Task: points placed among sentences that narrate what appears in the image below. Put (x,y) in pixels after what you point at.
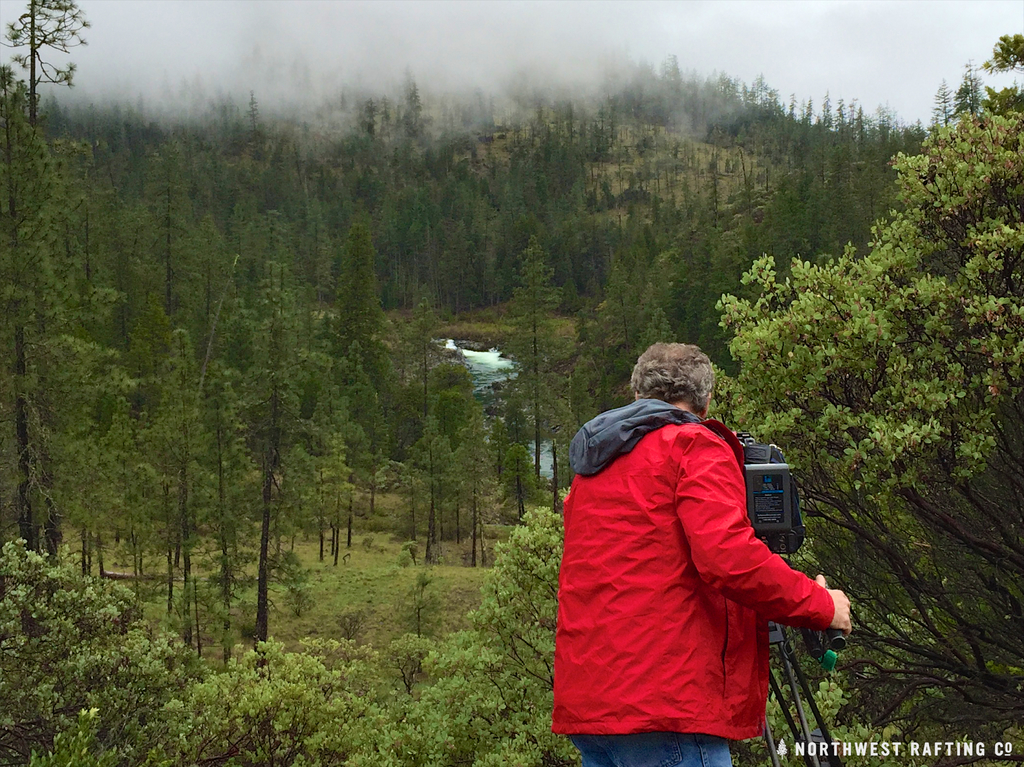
In the middle (672,390) a human being (643,422) is there. This person (690,544) wore a red color coat (637,559), these are the trees (421,342). At the top (620,64) it's a fog (404,49).
